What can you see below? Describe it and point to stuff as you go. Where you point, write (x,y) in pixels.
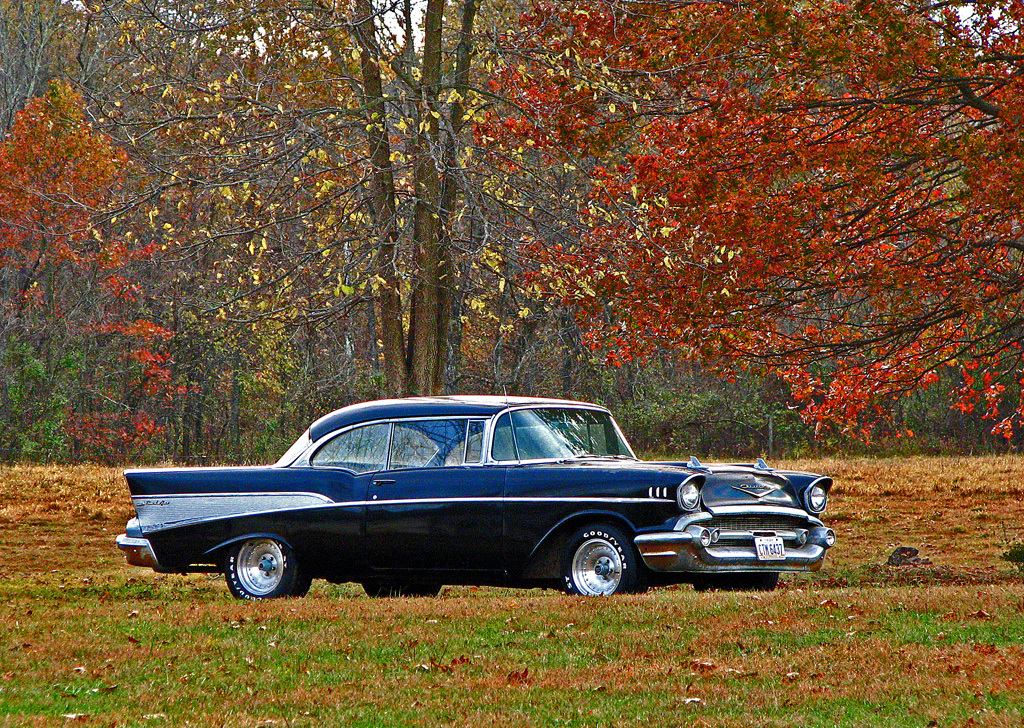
In this image I can see a blue color car (462,493). Back I can see few red, orange, brown and yellow color leaves (678,186) and trees (533,257).
